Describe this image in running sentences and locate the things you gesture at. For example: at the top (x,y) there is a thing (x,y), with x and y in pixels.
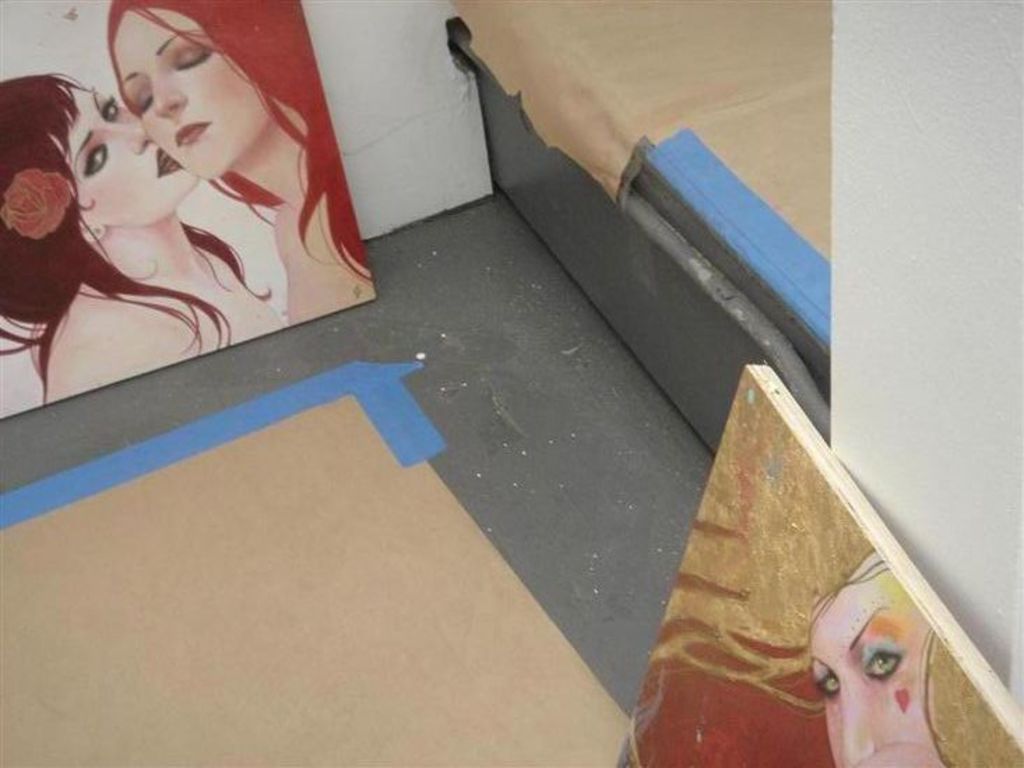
In this image, at the left side (89,352) we can see a painting (242,224) and there are two women (157,234) in that painting (187,166), at the right side (802,760) there is another painting (878,635), in the background (957,598) there is a white color wall (957,245).
